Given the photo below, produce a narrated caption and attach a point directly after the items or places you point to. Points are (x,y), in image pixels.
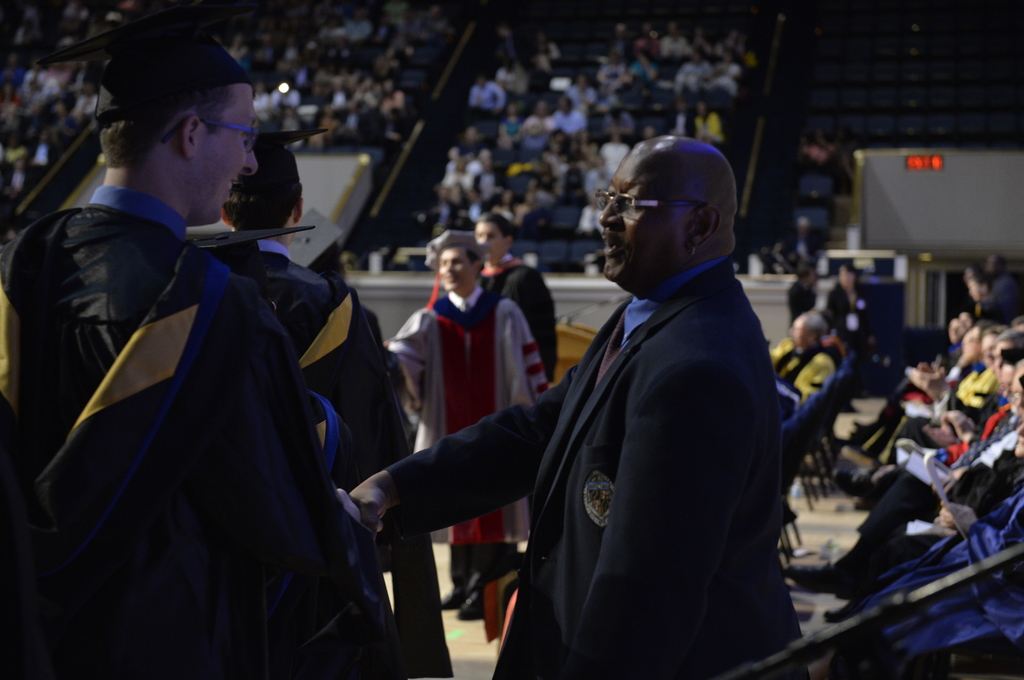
In this image we can see many people (377,362) standing. Some are wearing caps (263,154) and specs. In the back (386,95) there are many people (363,92) sitting. On the right side (981,353) there are many people (889,430) sitting on chairs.
